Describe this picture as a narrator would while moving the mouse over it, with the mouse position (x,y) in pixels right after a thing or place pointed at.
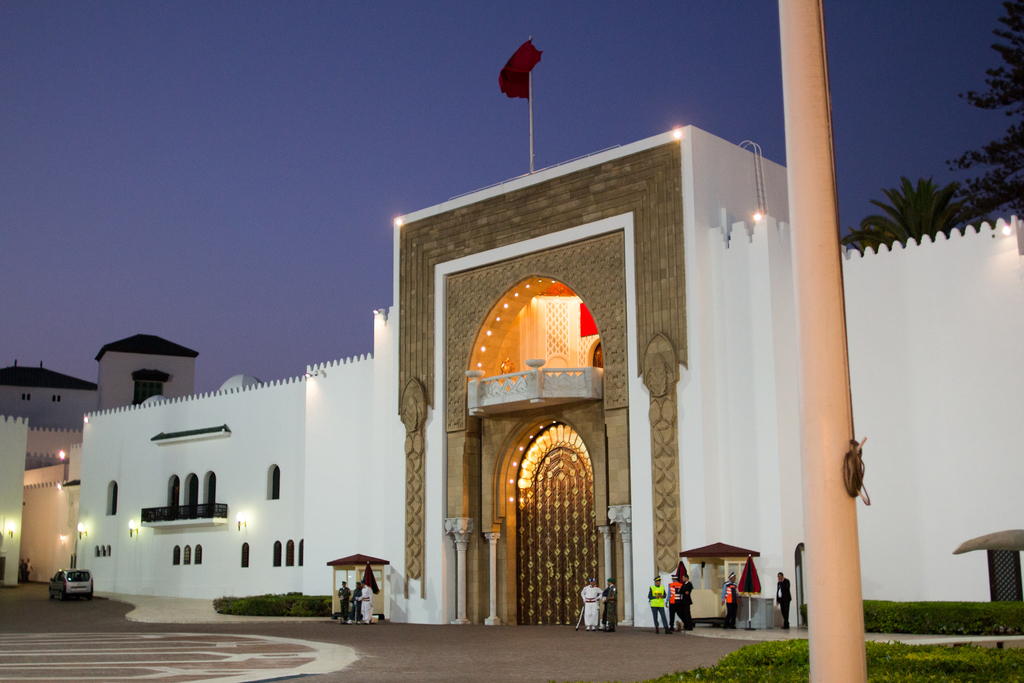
In this image we can see a building (648,398) with a door (582,551), pillars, windows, some lights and the flag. We can also see two sheds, a group of people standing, the flags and a car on the surface (180,644). Besides we can see some plants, a pole (845,493) with some wires (852,480), trees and the sky (378,240) which looks clear.
